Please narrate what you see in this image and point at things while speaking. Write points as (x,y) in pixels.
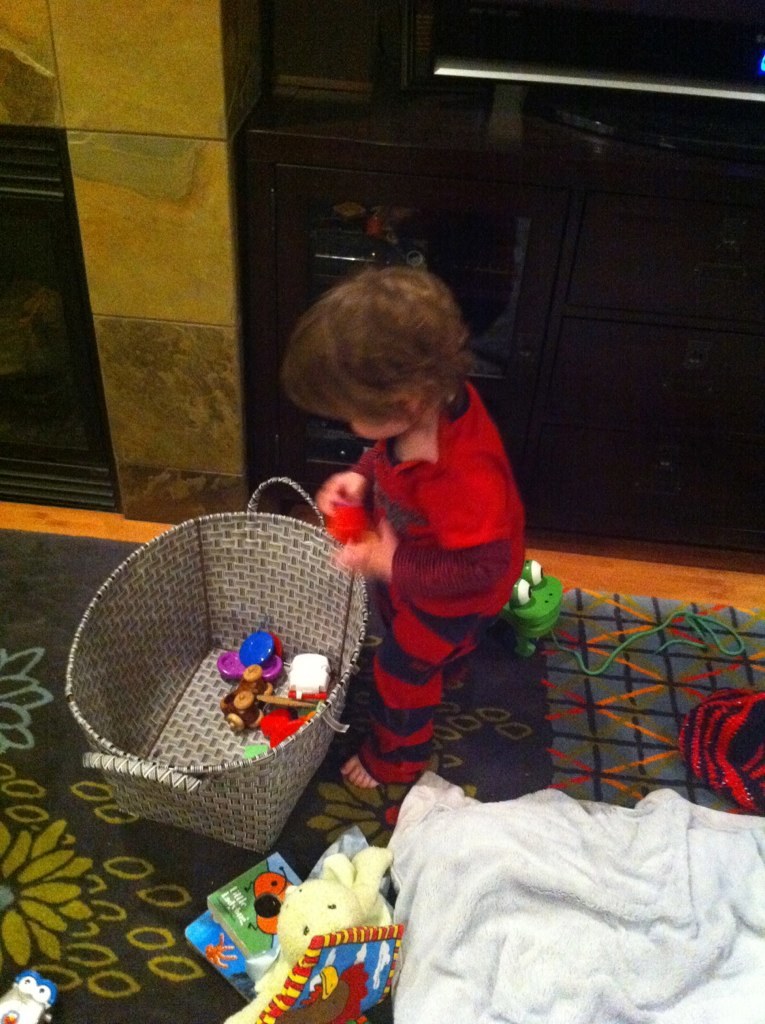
This is an inside view. Here I can see a baby (441,542) is standing facing towards the left side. In front of the baby (460,450) there is a basket (258,611). In the basket (203,621) there are some toys (272,717). At the bottom (544,920) there is a bed sheet (550,983) and the few toys (259,936) are placed on the ground (76,940). At the top (233,200) there is a wall (198,206) and also there is a television (679,74) on a cabinet (481,96).
